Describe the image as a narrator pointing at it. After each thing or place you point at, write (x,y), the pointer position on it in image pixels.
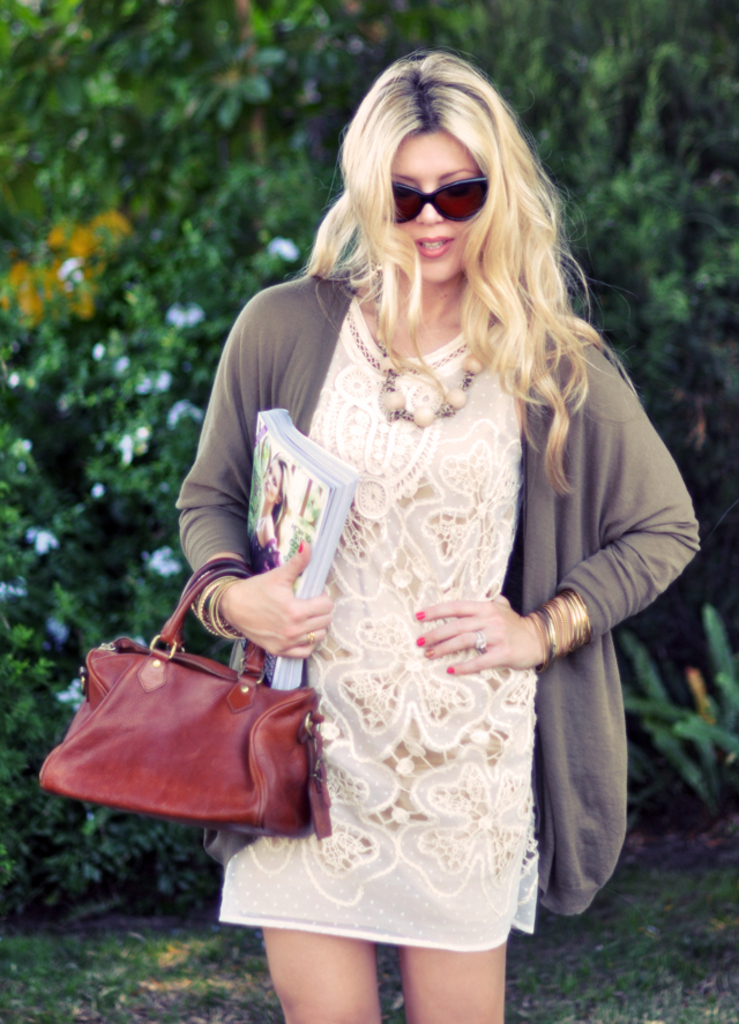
In the image we can see there is a women (394,749) who is holding books (292,500) in her hand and she is carrying a purse (206,720). Behind her there are lot of trees (659,342) and the ground (617,970) covered with grass (158,986).
